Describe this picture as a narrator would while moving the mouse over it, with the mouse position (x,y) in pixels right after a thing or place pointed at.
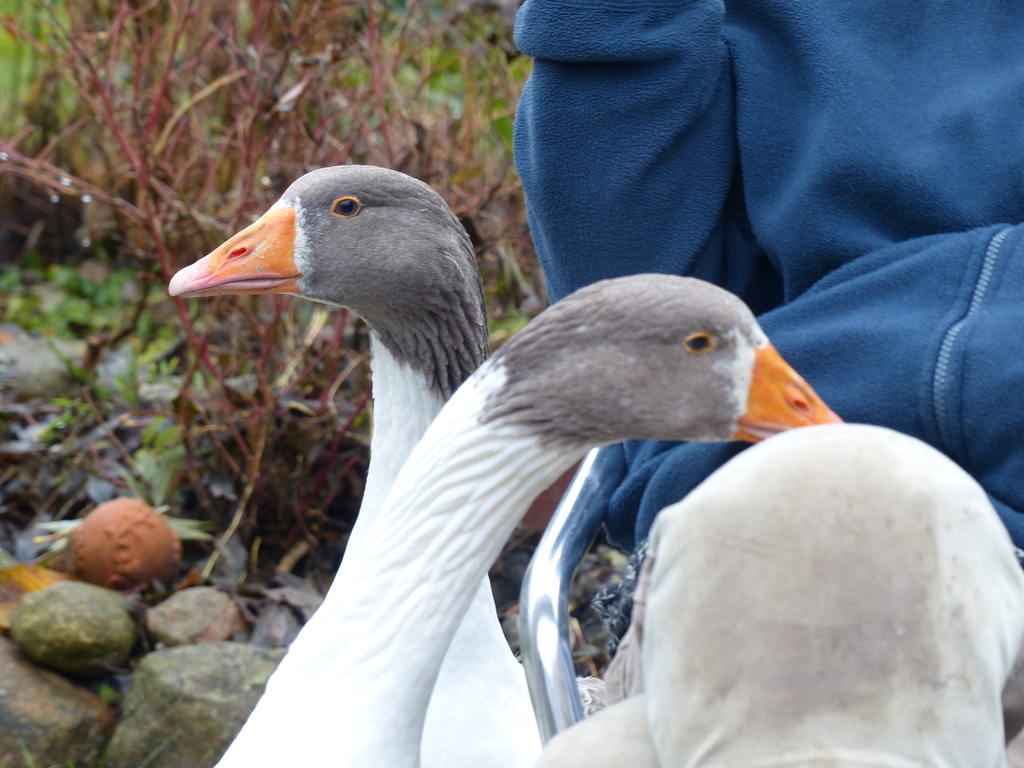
In this image there are geese (441,345), person (725,62), plants (251,74), rod (568,509) and rocks (99,596). Person (788,278) wore a jacket (788,225).
